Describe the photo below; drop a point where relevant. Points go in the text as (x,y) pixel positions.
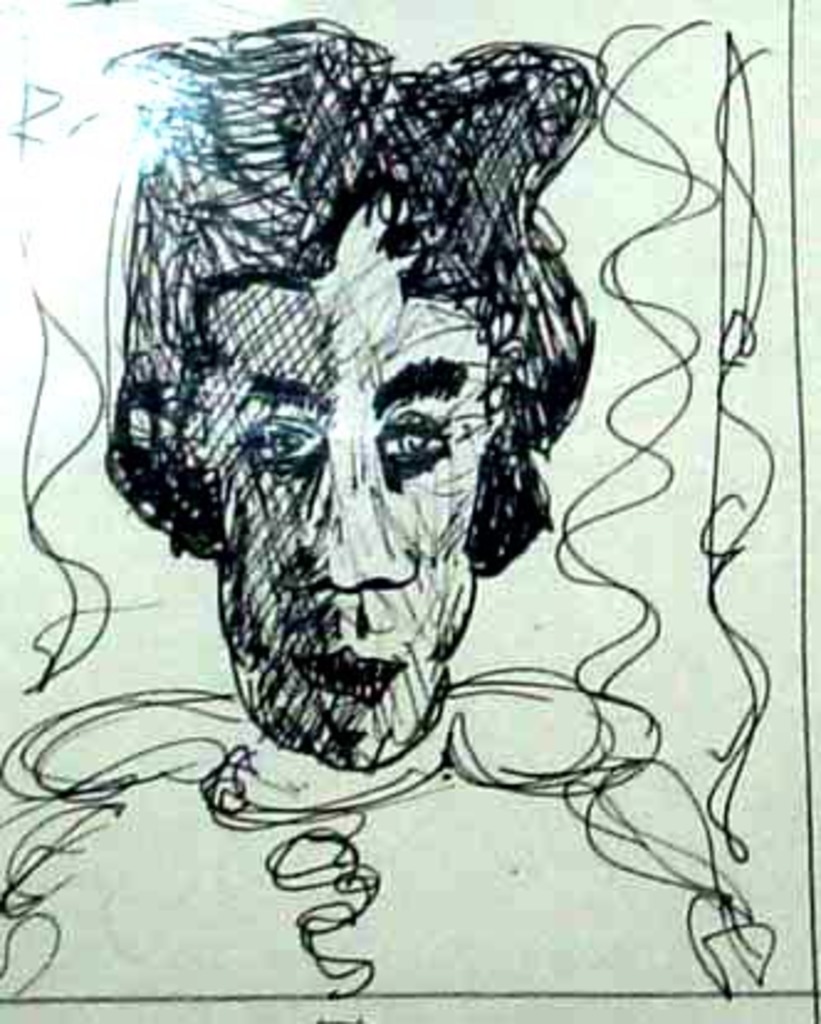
In this picture we can observe a sketch (382,406) on the white surface (131,563). This is a sketch (302,427) of a person (437,409). We can observe black color sketch (430,289). On the left side (116,156) there is a light (100,206).
